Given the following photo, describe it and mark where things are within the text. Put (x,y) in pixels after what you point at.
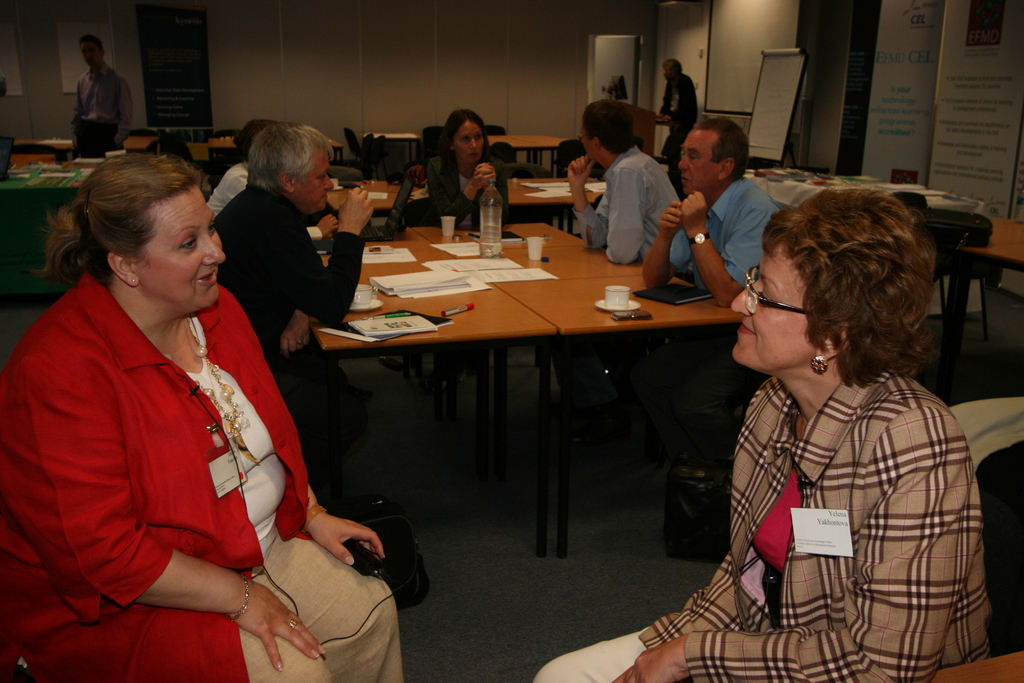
This image is clicked in a room (327,163). There are many people (321,539) in this image. In the middle (520,330), there is a table (510,301) on which there are papers (424,282), glasses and bottles (481,205). To the left (147,458), the woman (143,446) sitting is wearing a red jacket (107,533). To the right (784,546), the woman (787,544) sitting is wearing a brown suit (822,571). In the background (304,88) there is a wall (810,76), posters (856,91) and boards (733,72).
